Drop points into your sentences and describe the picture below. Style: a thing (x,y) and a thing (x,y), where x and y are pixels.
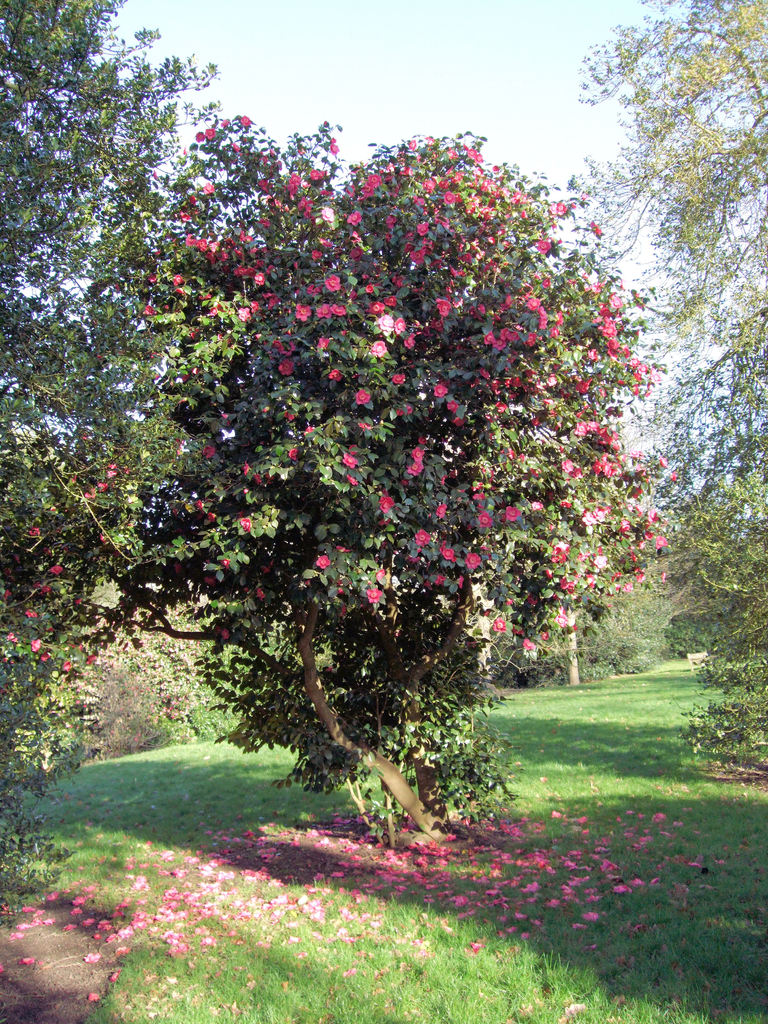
In this image, we can see some trees (575,381). There are flowers (540,858) on the grass (587,925). There is a sky (393,59) at the top of the image (259,44).
